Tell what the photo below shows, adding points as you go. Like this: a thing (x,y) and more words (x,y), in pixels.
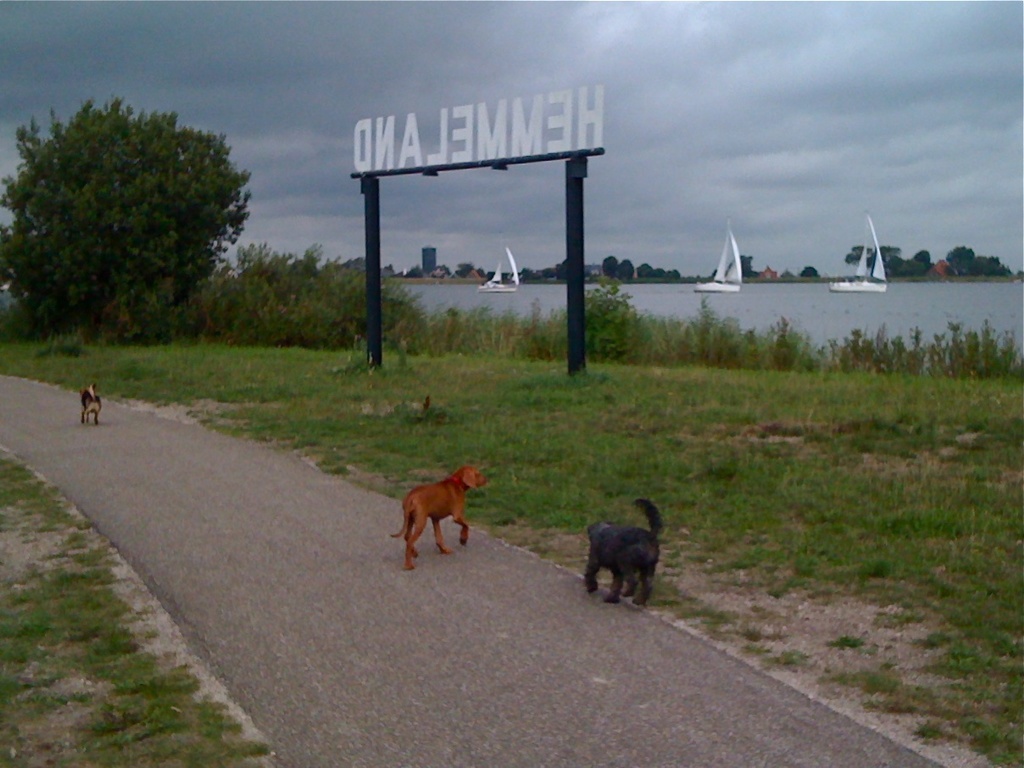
In the center of the image (381,499) there is a road (291,539). There are dogs (632,550). At the bottom of the image (806,536) there is grass (739,411) on the surface (739,411). There is a name sign (593,150). In the background of the image (491,280) there are boats (861,279) in the water (833,323). There are trees (642,266), buildings (428,262) and sky (772,112).
